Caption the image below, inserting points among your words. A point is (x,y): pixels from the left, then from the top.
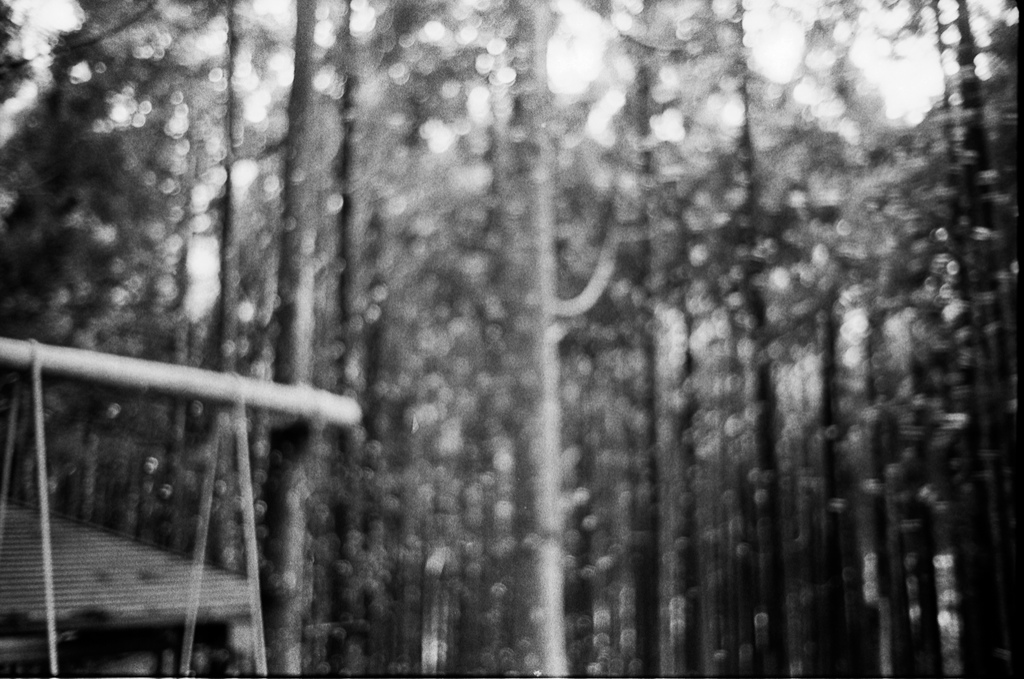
In this picture I can see trees (461,203) and a wooden pole (258,394) on the left side (275,396) and looks like a house (207,620) at the bottom left corner of the picture (185,588).
